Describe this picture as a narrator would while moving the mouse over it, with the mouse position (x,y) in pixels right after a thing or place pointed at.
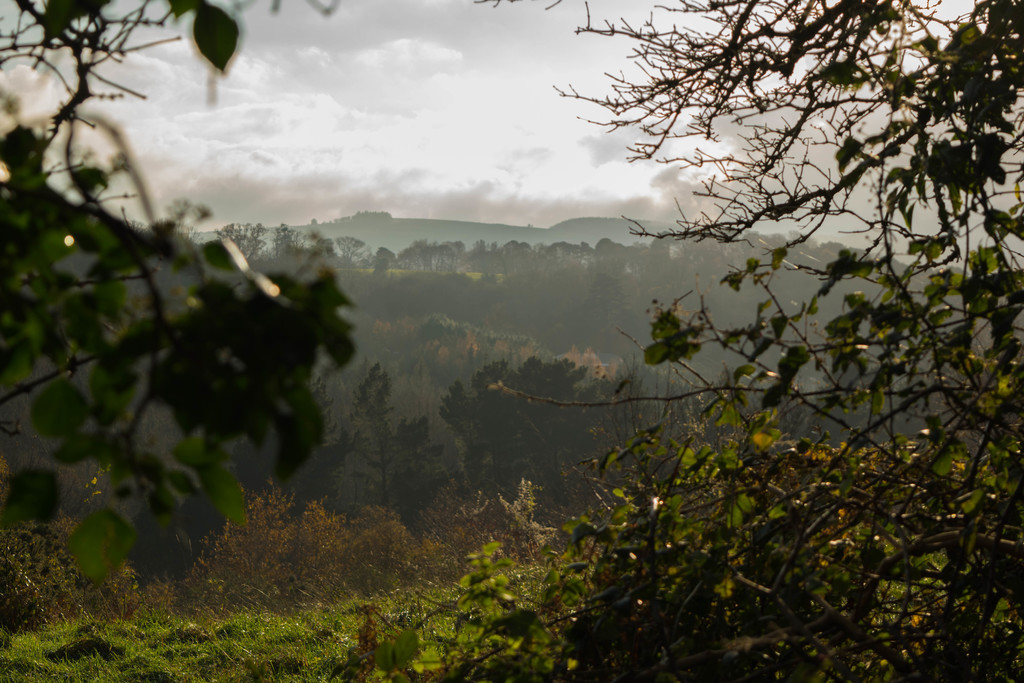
On the right side (943,196), we see the trees (715,504). On the left side (292,317), we see a tree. In the left bottom (291,637), we see the grass (229,652). There are trees (494,301) and hills (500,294) in the background (488,272). At the top (495,71), we see the sky (455,66) and the clouds (354,71).
